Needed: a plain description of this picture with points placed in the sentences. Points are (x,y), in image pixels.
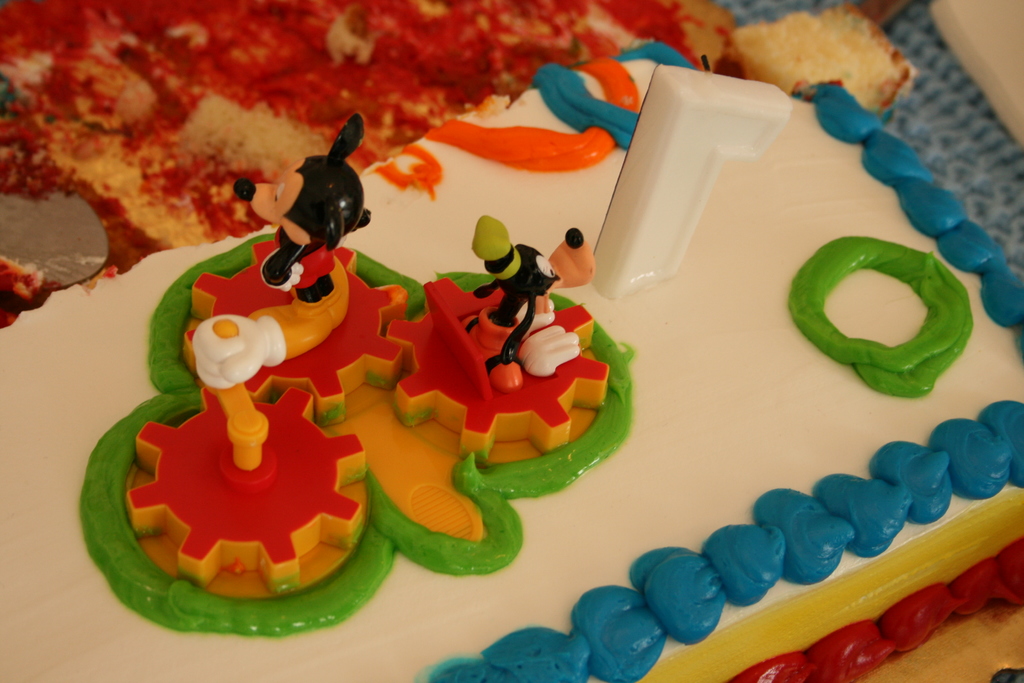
In the center of the image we can see one table (974,652). On the table (974,652), we can see one colorful cake (562,291) and a few other objects (872,16). On the cake (427,260), we can see one candle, Mickey mouse toys (551,338) and different color creams (620,351).
